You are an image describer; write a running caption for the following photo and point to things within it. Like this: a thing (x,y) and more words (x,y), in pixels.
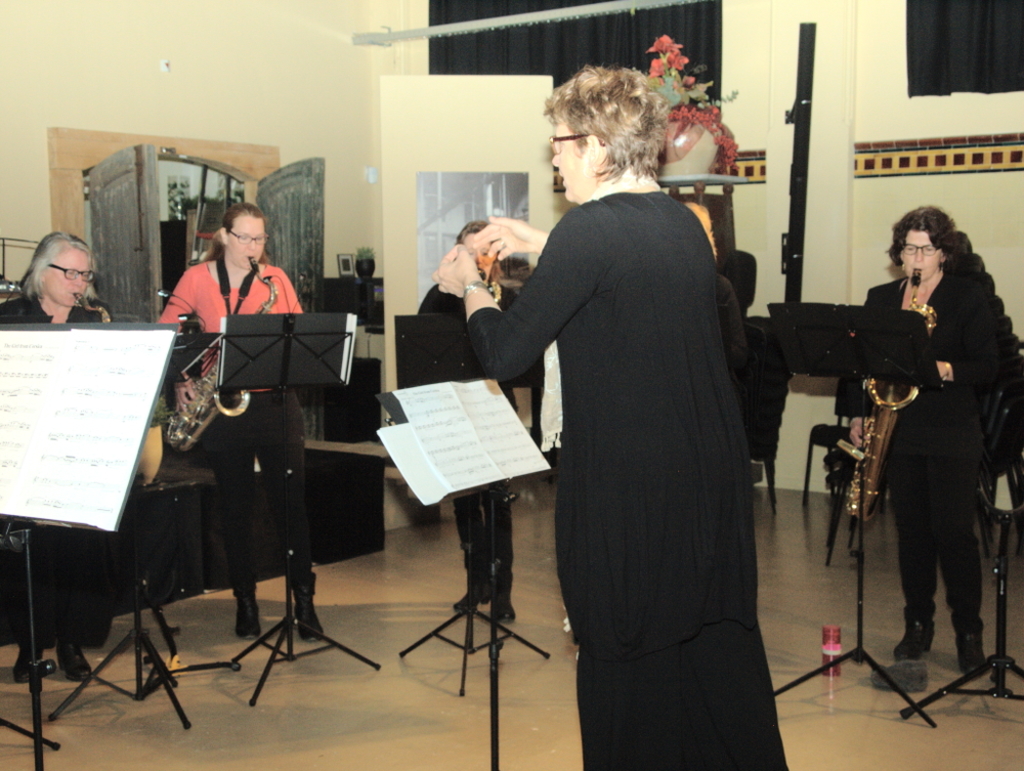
In the center of the image (635,383) there is a woman (641,564) standing. On the right side of the image (939,562) there is a woman (926,558) standing at the desk (860,363) with saxophone (928,305). On the left side of the image (88,643) we can see woman (274,471) standing at the desk (183,340) with saxophones (194,415). In the background (241,131) there is wall (328,92), curtains (649,60).
